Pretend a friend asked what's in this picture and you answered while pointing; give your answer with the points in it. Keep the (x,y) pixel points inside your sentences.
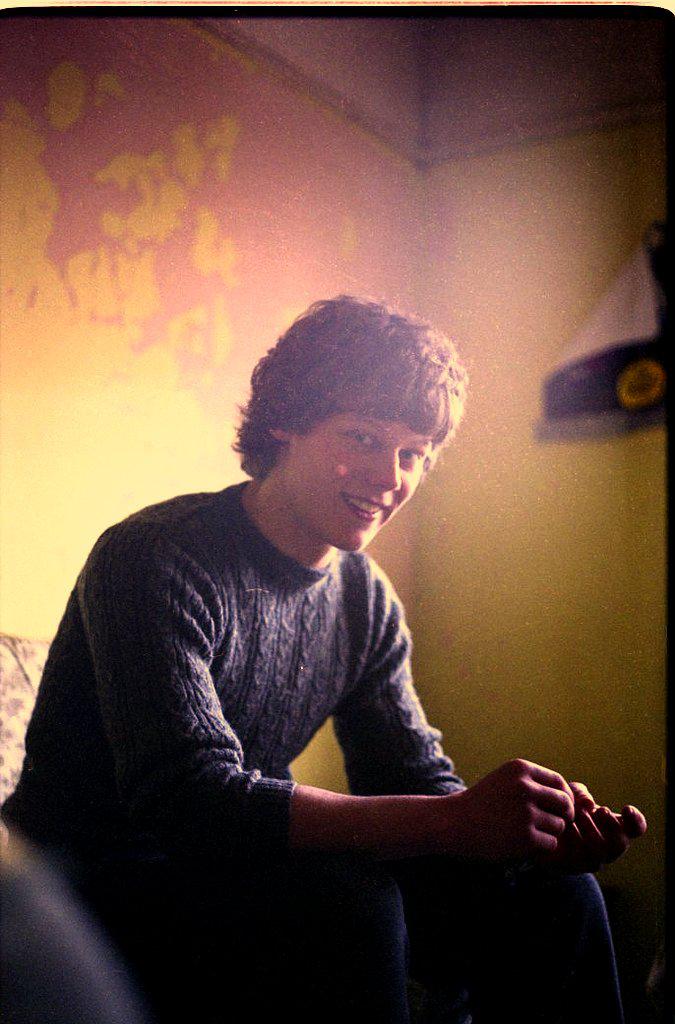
At the center of the image (232,580) there is a person (247,820) sitting on a sofa (9,688). In the background (310,154) there is a wall (474,175).
